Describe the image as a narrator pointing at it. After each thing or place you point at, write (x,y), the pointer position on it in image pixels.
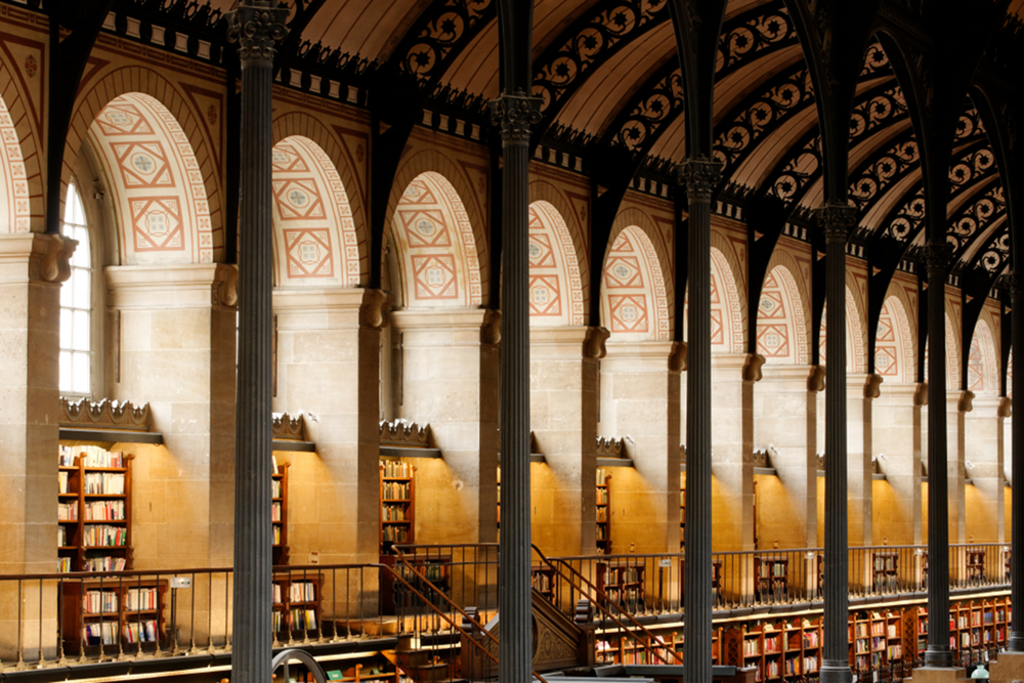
This is a picture of inside of the building (351,476), in this image there are some pillars (18,469) and some book racks (88,498). In that book racks (97,547) there are some books (101,565) and there is a railing (592,598). At the bottom (777,624) also there are some books racks (788,650) and some books (814,639), and at the top (553,79) there is ceiling (806,104).
